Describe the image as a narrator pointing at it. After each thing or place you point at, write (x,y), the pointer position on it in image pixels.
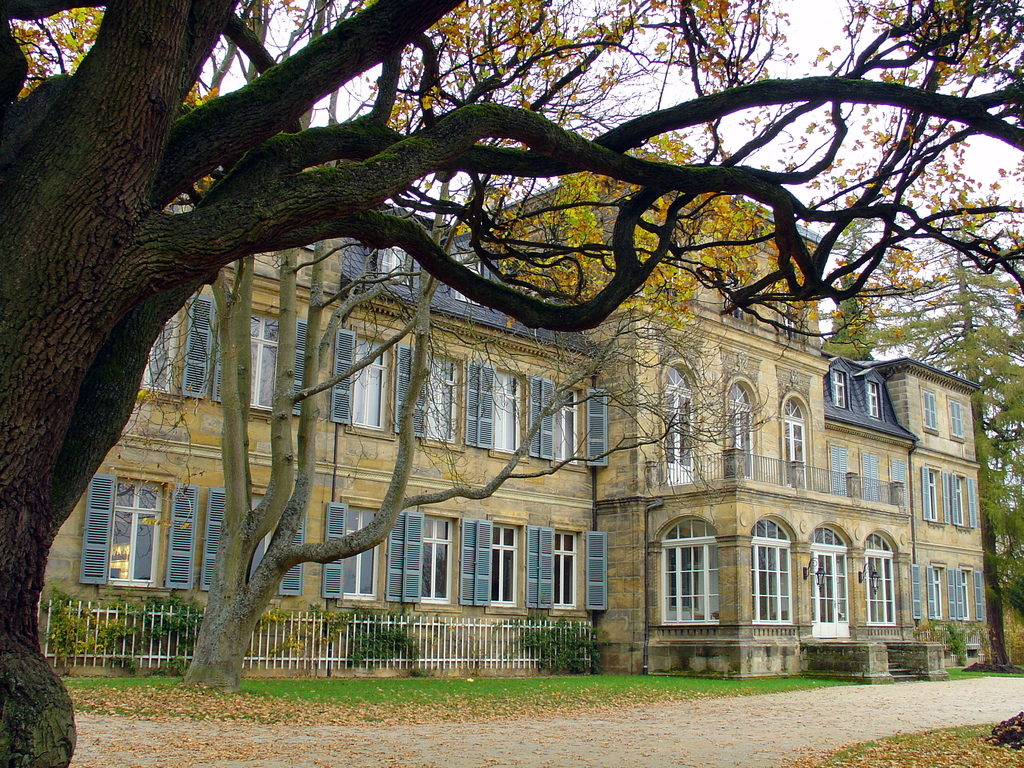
In this picture we can see the yellow color castle house (728,541) with white windows (872,600) and doors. In the front (250,595) there is a wooden fencing grill (354,648) and trees (287,568). In the front (115,314) bottom side there is a huge tree (285,193).
